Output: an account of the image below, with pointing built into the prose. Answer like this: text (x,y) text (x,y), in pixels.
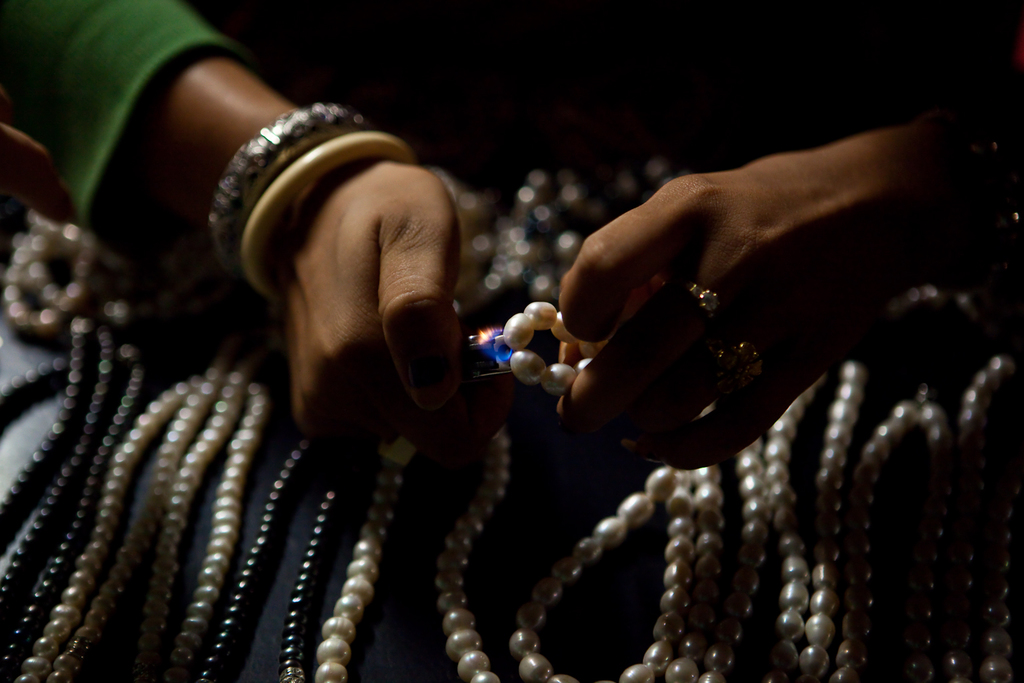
In this image we can see hands (775,284) of a person (648,351) holding a pearl chain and another object (470,335). Here we can see pearl chains (176,384) on a platform (330,526).
